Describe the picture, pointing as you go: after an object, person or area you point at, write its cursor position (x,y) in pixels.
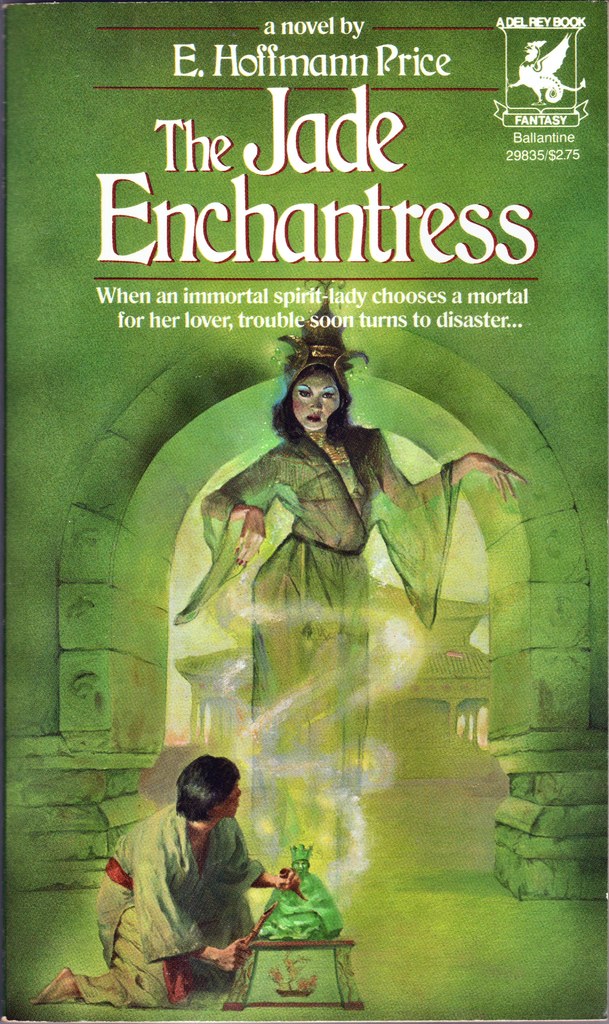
In the image we can see the poster (234,410), in the poster (212,389) we can see the picture (195,607) of the people (269,663) wearing clothes (224,833). Here we can see an arch (484,537), sculpture (302,872) and the text (260,208).
